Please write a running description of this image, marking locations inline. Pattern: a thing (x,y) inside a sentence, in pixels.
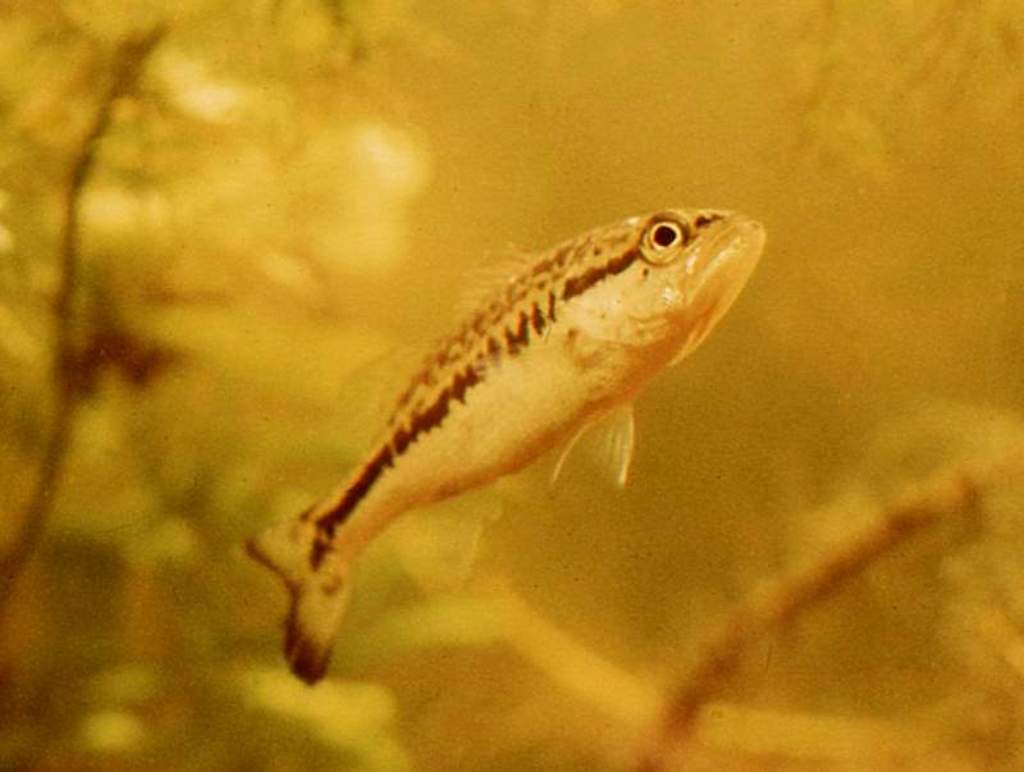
In this image, we can see the background (599,13) as yellow color and there is also a fish (498,391) which is present at the center (517,380).
